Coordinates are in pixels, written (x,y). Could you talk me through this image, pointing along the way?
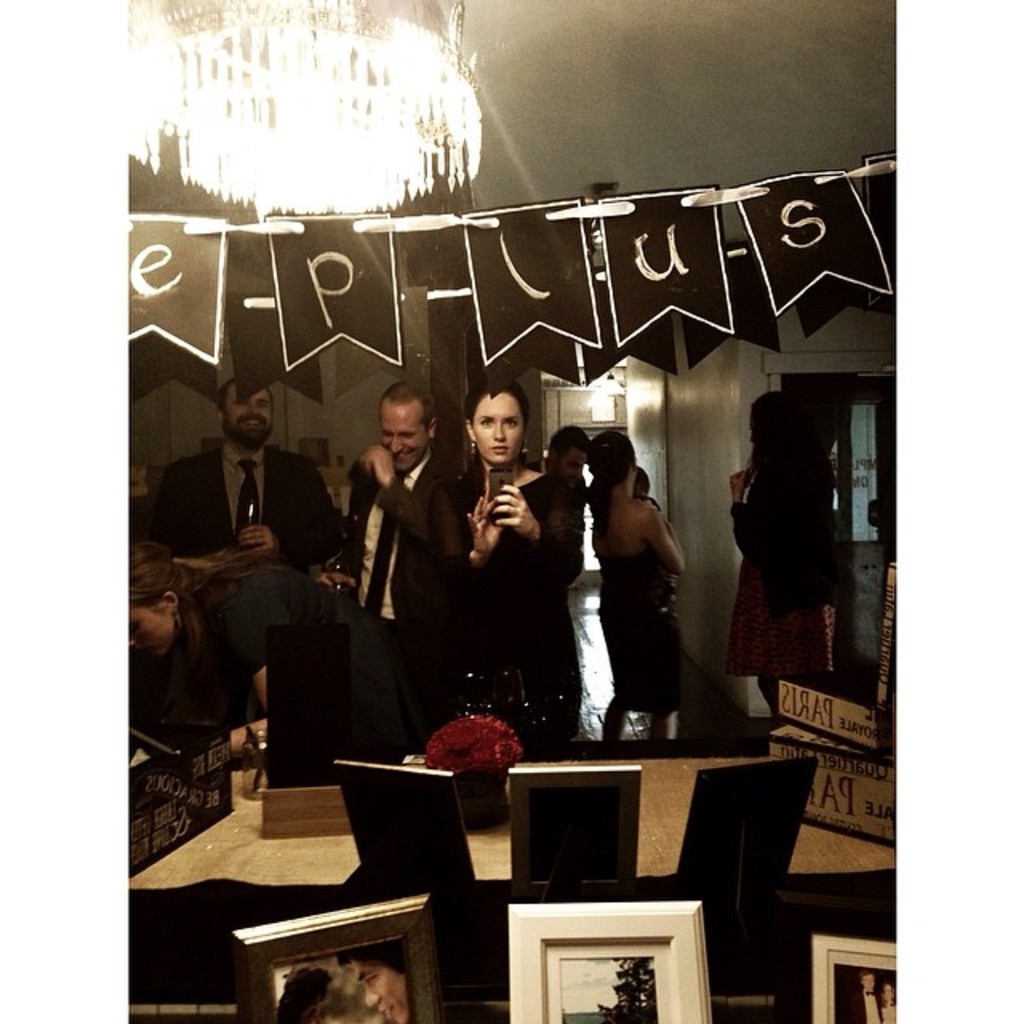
In this picture we observe a woman (457,664) who is clicking picture and there is a guy (384,492) who is standing beside her and in the background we observe few people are walking and we observe a designer light (322,152) fitted to the roof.
